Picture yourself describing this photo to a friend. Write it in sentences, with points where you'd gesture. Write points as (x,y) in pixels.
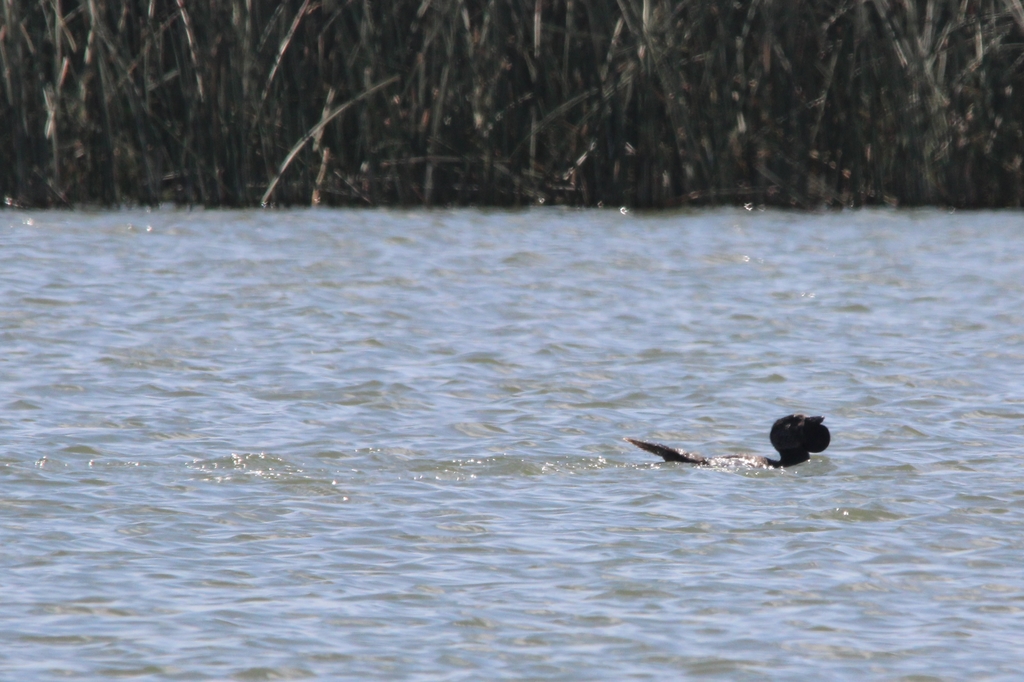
In this picture we can see a bird (795,454), water (519,412) and in the background (319,146) we can see the grass (456,96).
